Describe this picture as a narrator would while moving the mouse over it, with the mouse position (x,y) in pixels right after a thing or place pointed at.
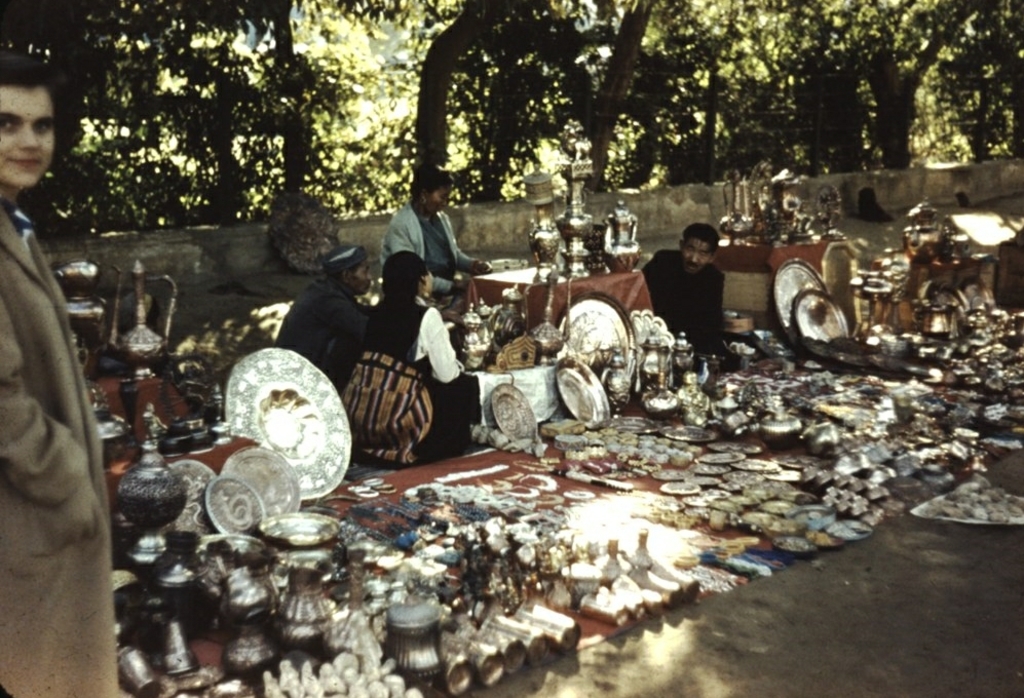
In this image there are vessels (216,522) and objects (497,524) on a road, few people (353,347) are sitting near the vessels (550,297), in the background (110,188) there are trees (344,71), on the left side (50,485) there is a person (50,570) standing.
